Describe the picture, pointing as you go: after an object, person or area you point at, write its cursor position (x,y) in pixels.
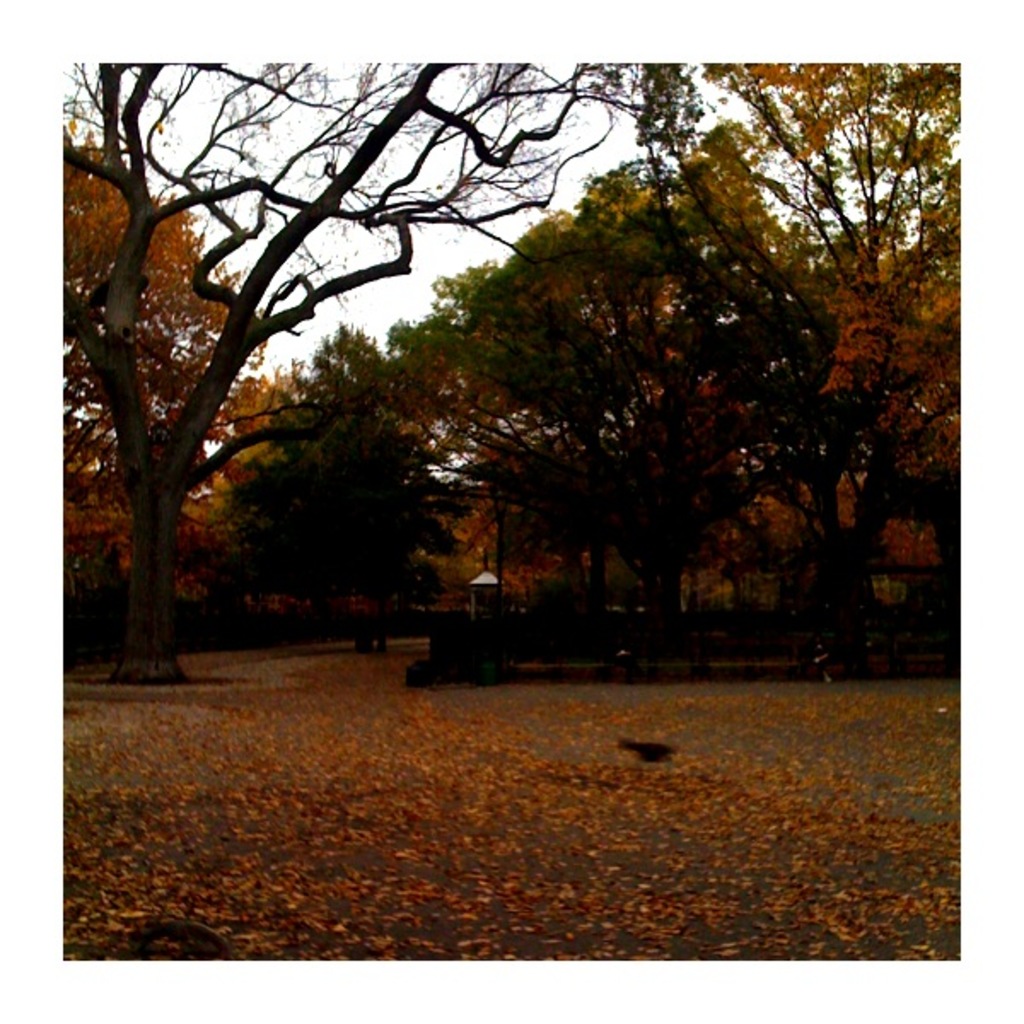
In this picture we can see few trees (494,475).
